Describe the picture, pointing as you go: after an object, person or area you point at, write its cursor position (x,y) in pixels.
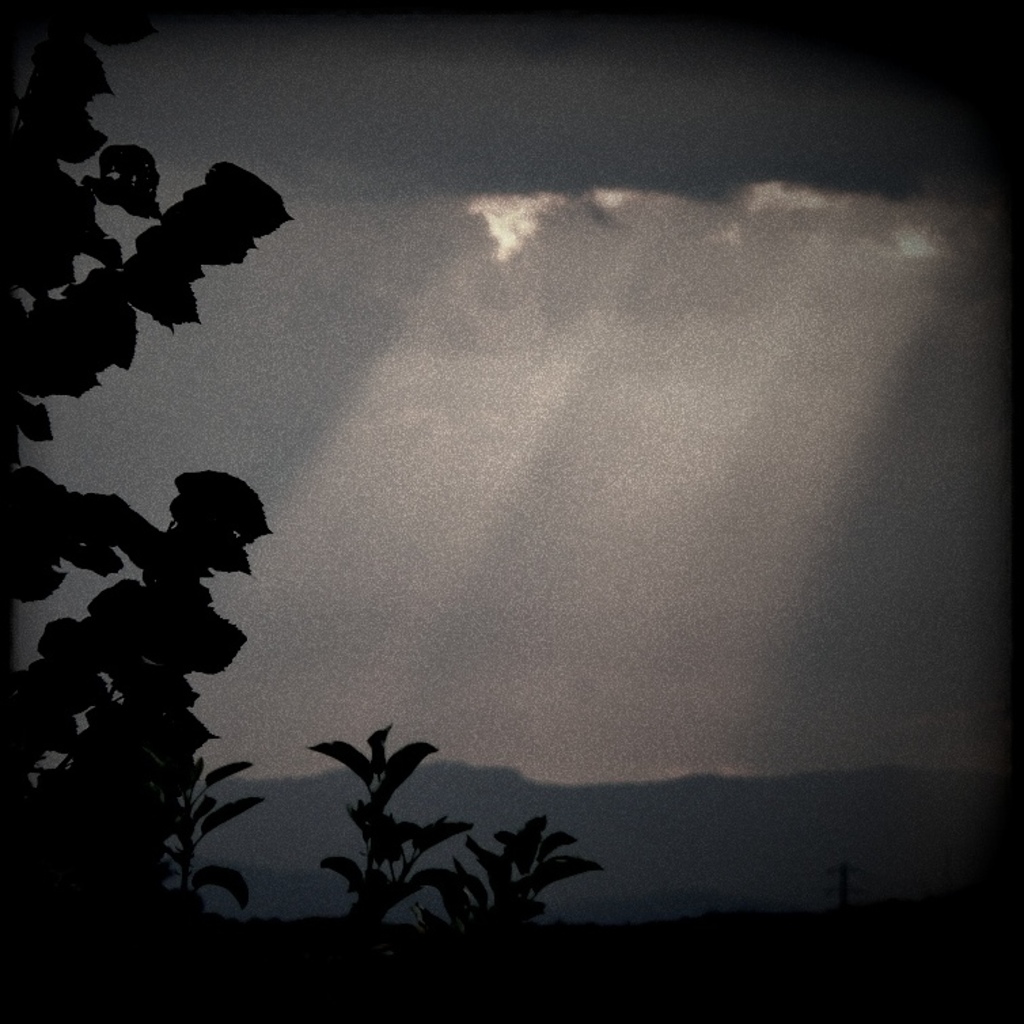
In the picture we can see the plants (227,651) and behind it, we can see the hills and the sky (600,354) with clouds (162,136).
